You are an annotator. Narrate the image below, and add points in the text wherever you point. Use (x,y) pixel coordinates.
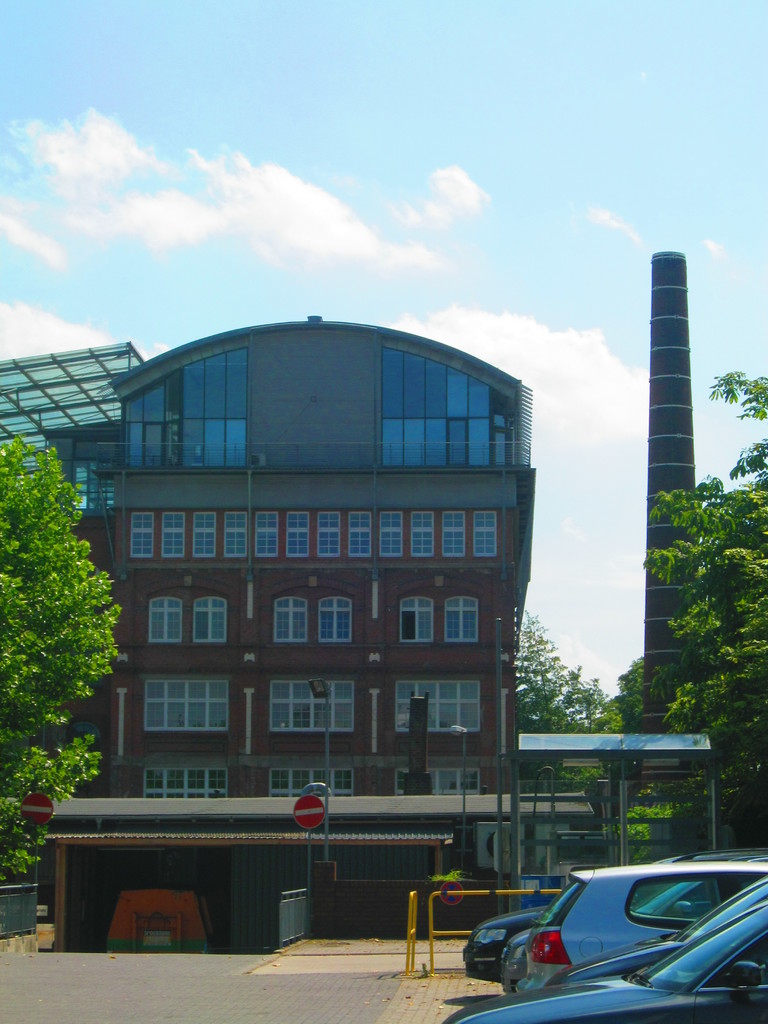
This image is taken outdoors. At the top of the image (155,206) there is a sky (189,232) with clouds (173,216). At the bottom of the image (221,985) there is a floor (180,986). On the right side of the image (525,992) there is a tower (671,533) and there are a few trees (638,702) and a few cars (551,925) are parked on the floor (122,991). There is a shed (596,765). In the middle of the image (376,498) there is a building (256,614) with walls (288,670), windows (220,630), doors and a roof (88,380). There are two signboards (42,814) and there is a tree (25,778).
